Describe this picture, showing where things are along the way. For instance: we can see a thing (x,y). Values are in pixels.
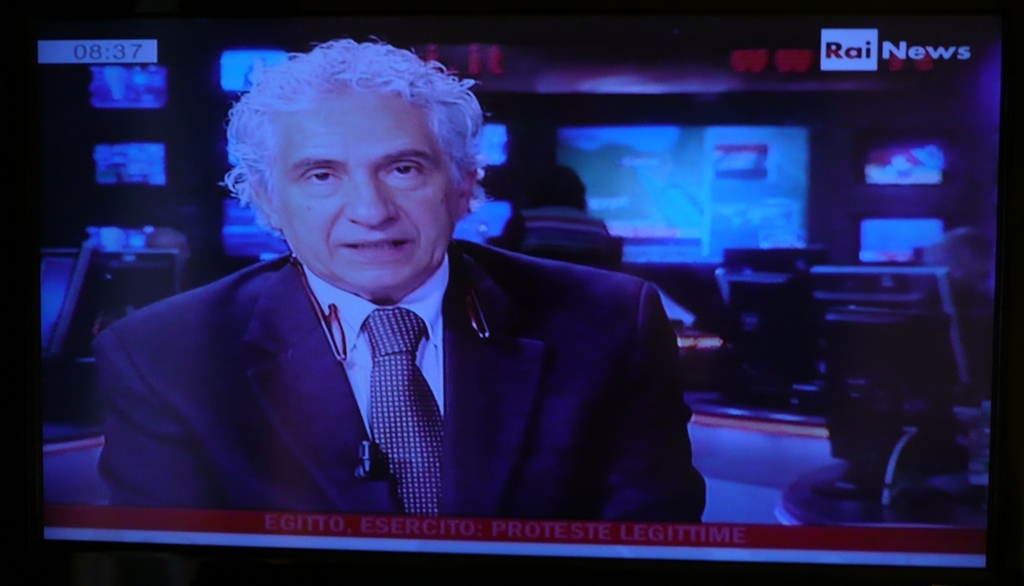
In this image we can see a picture (384,148) of a person (259,359) on the screen (527,374) wearing coat (527,374) and a tie (416,389). To the right side of the image (705,212) we can see screens (588,188) and some text (911,56).
